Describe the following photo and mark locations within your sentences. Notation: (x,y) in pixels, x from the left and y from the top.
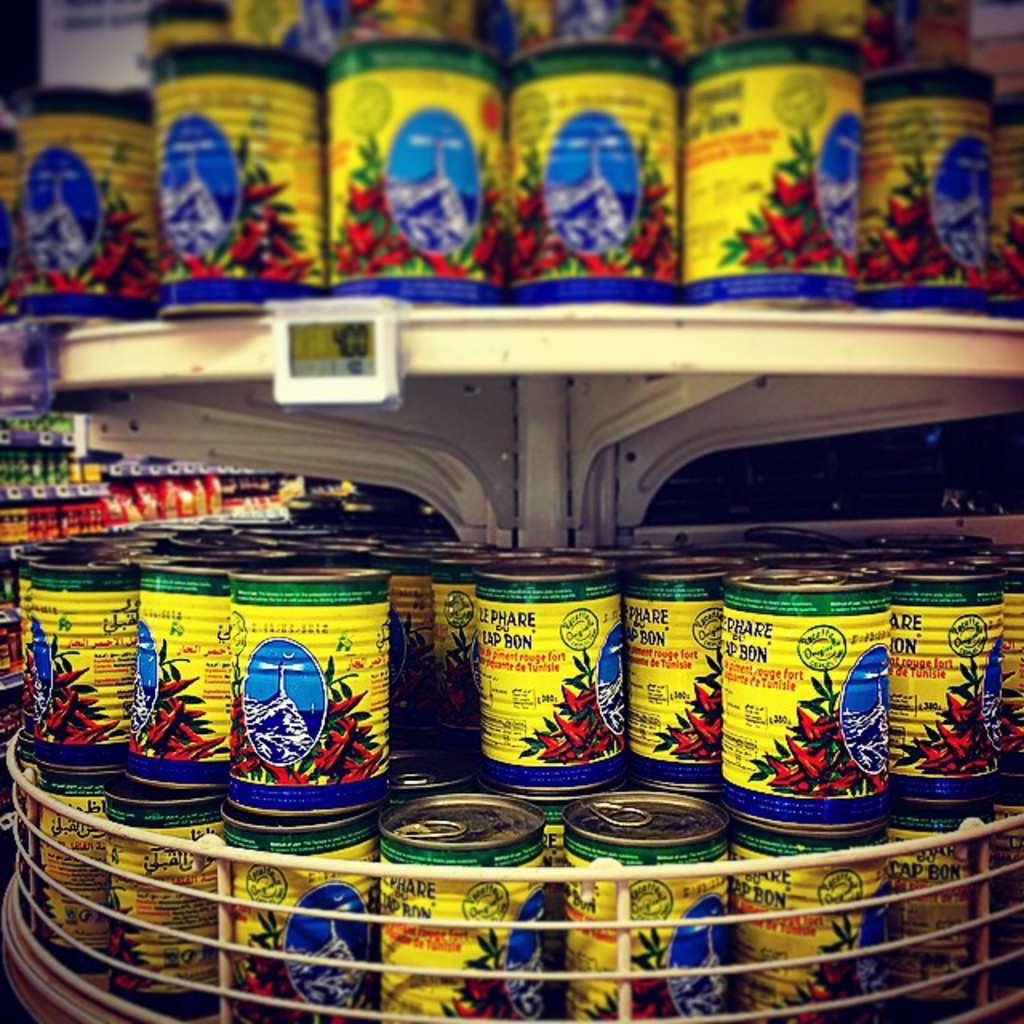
In the picture we can see many things (1005,301) which are placed in the stand (84,990) and beside it we can see some things (106,501) are placed in the rack (112,487).
